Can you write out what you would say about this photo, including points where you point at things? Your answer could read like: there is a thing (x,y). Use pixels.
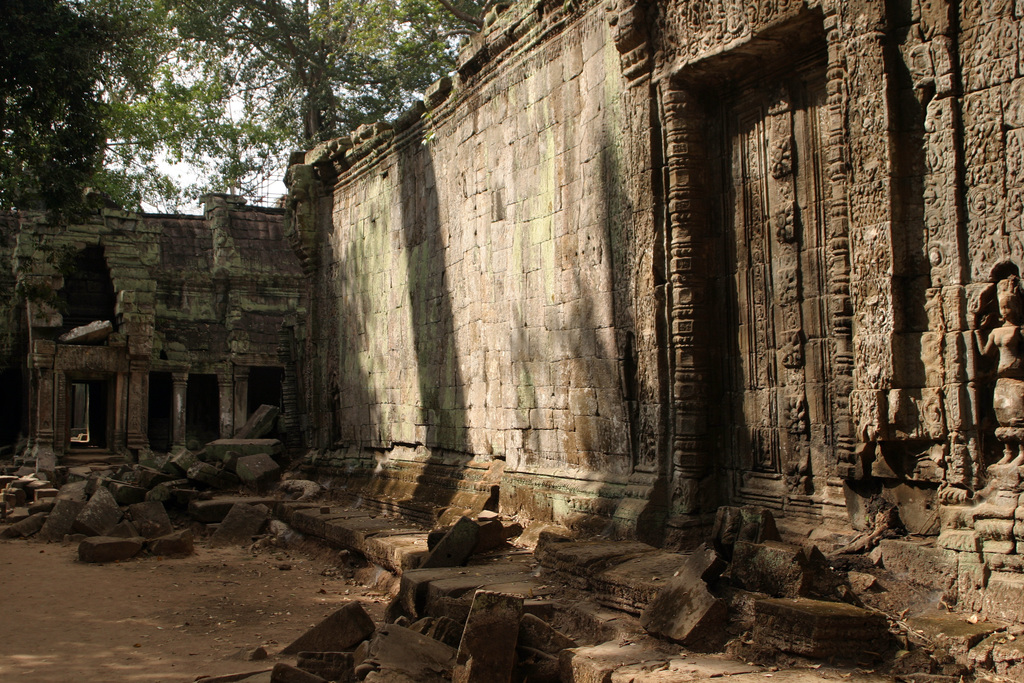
In this image I can see number of stones (226,456) on the ground (834,555). On the right side (971,272) and in the background (283,360) I can see the wall (267,256). On the top left side of this image (147,150) I can see few trees (208,109).
